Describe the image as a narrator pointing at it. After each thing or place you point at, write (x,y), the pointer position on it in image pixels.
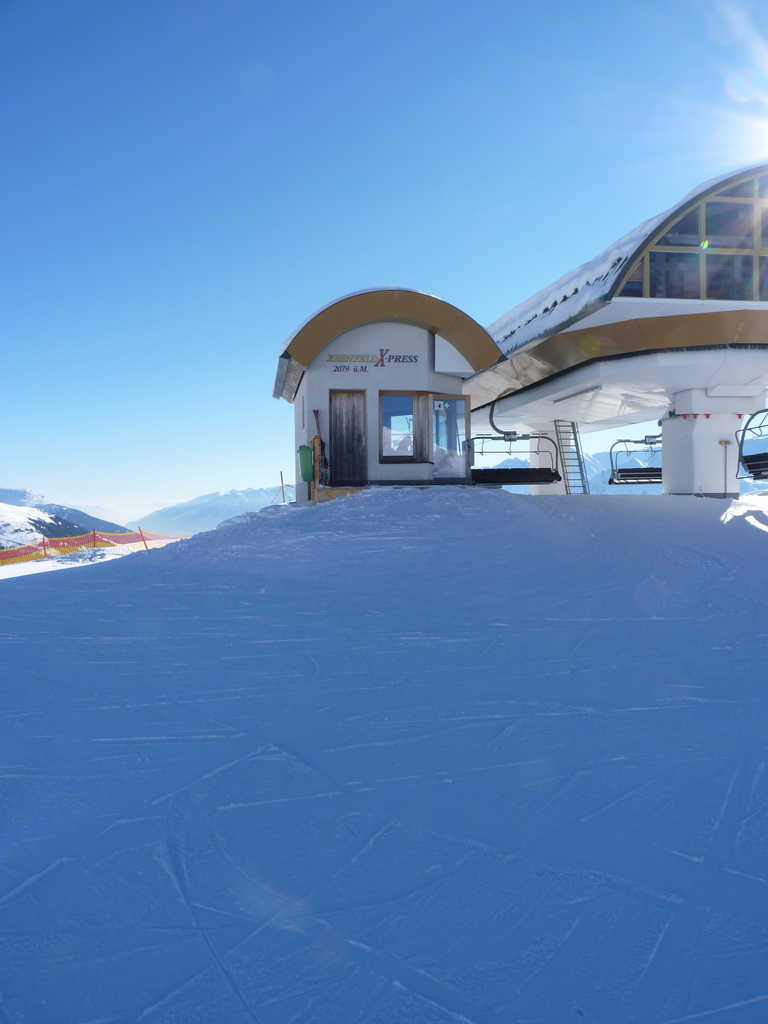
As we can see in the image there is a wall (297,444), door (349,420), windows (391,438), ladder (574,465) hills (2,500) and sky (173,133).
